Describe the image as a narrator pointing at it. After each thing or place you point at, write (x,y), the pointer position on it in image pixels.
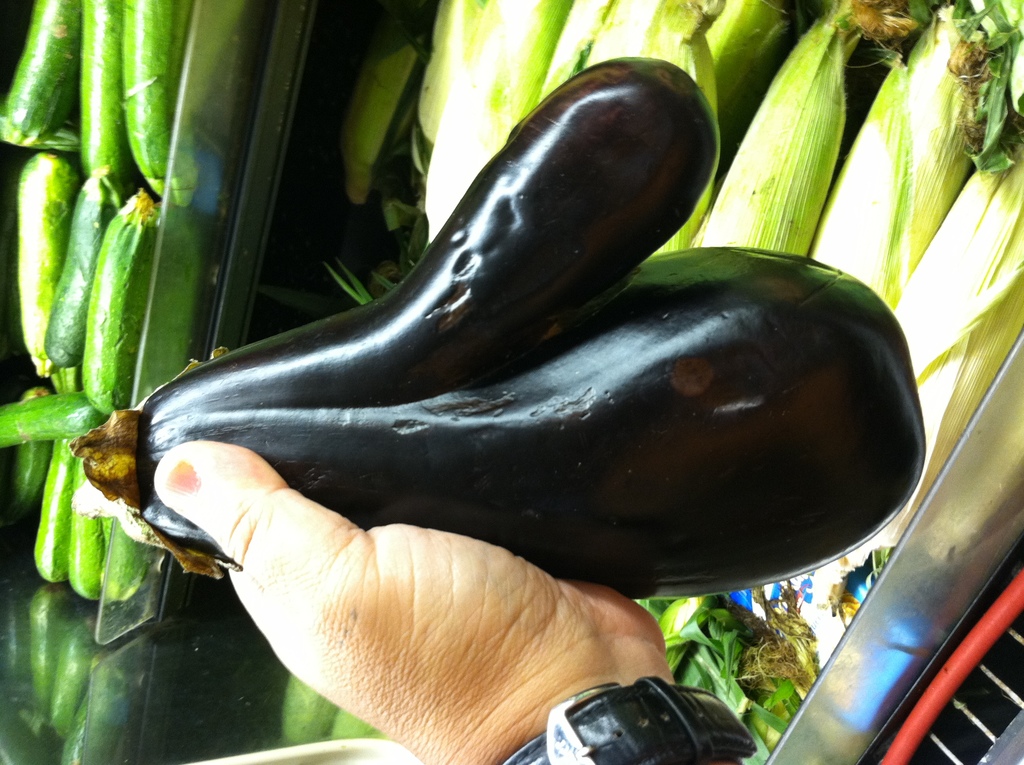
In this image, I can see a person's hand (441,639) holding an eggplant (483,415). In the background (150,174), I think these are the cucumbers (133,114) and corns (1000,316), which are kept in the racks (196,93).
